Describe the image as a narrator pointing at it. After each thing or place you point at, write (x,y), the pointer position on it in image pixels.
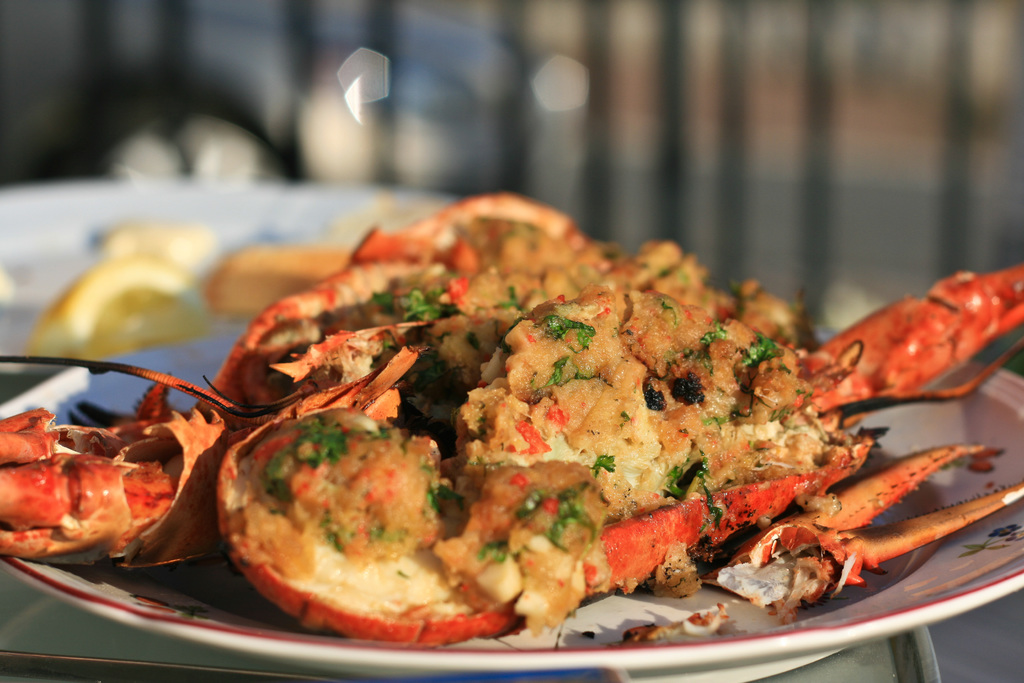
In the front of the image (145,399) I can see a plate (198,373) and food (608,458). In the background of the image (575,182) it is blurry.
